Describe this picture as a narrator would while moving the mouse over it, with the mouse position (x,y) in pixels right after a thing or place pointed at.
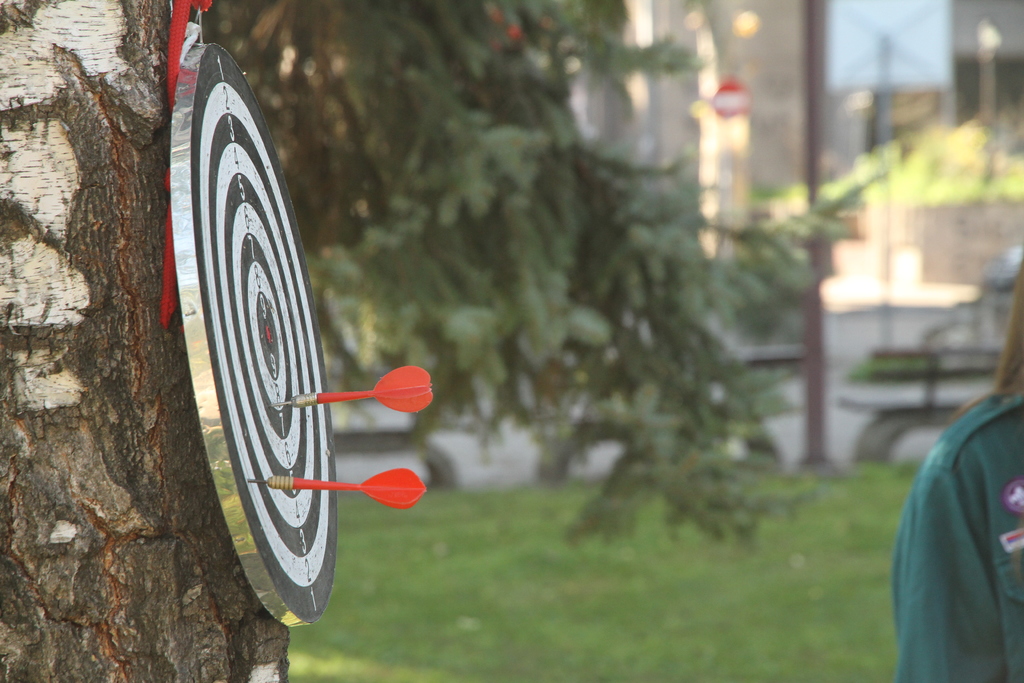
In this image there is a tree (168,431) on the left side (93,61). There is a circular board (221,302) which is attached to the tree (149,94). On the board (245,317) there are two missiles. It seems like a dart game. On the right side (966,498) there is a woman (966,498). At the bottom (574,590) there is ground (645,597). In the background (478,162) there is a tree (471,93). Beside the tree (423,111) there is a building (685,78). In the middle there is a pole (808,158).
